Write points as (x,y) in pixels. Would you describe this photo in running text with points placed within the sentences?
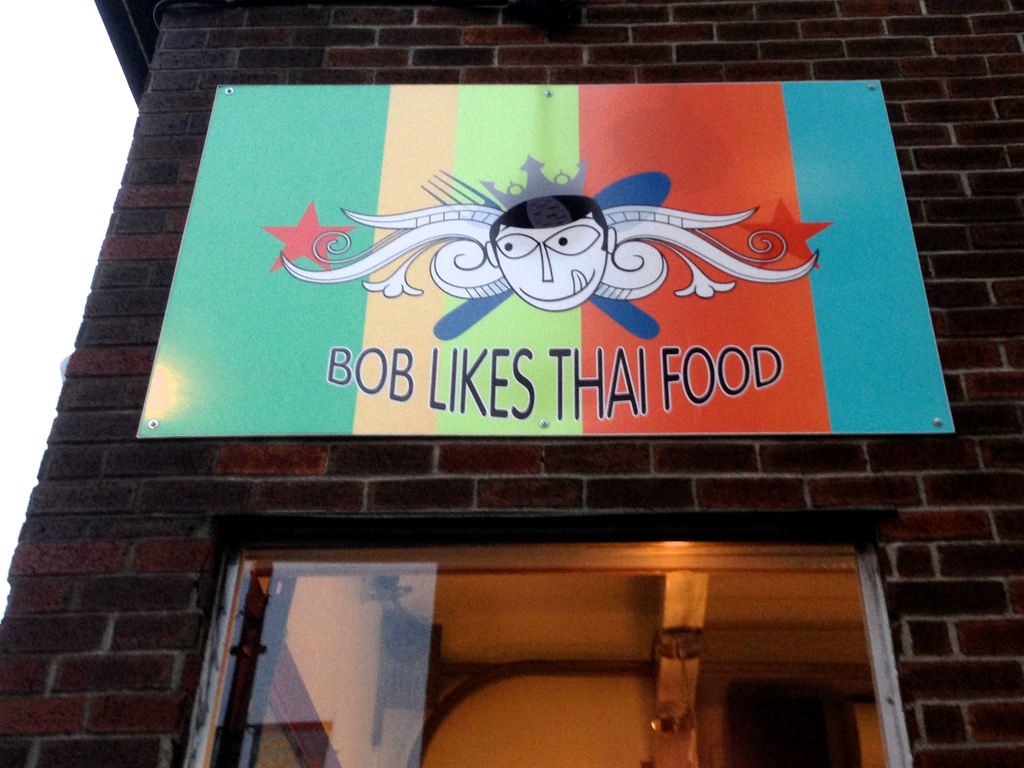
In this image we can see there is a building (992,343) and door (604,713). There is a board (564,310) on the building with something written on it.
